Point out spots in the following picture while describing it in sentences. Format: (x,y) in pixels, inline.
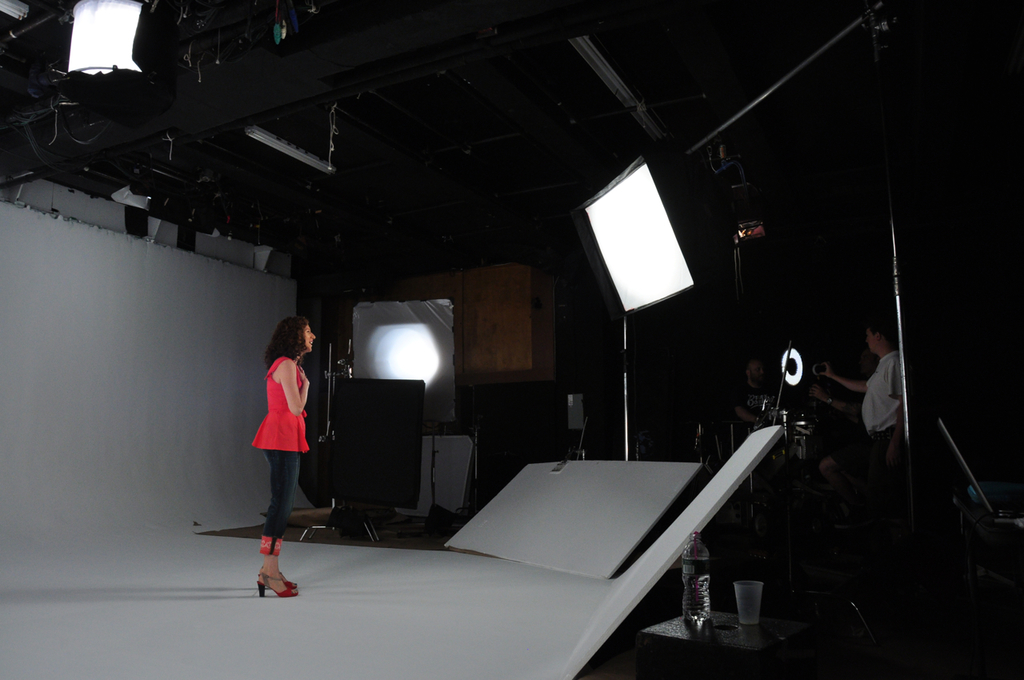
Here we can see a woman (274,393) standing on the floor (145,570). In the background (67,300) there is a wall (56,416), poles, lights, clothes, cupboards (536,343) and on the right (821,414) there are three men (759,396) at an electronic device (797,445) and background (657,610) image is dark where the objects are not clear and at the bottom (700,578) on a stool (701,635) there is a water bottle (690,586) and a glass (751,584).
